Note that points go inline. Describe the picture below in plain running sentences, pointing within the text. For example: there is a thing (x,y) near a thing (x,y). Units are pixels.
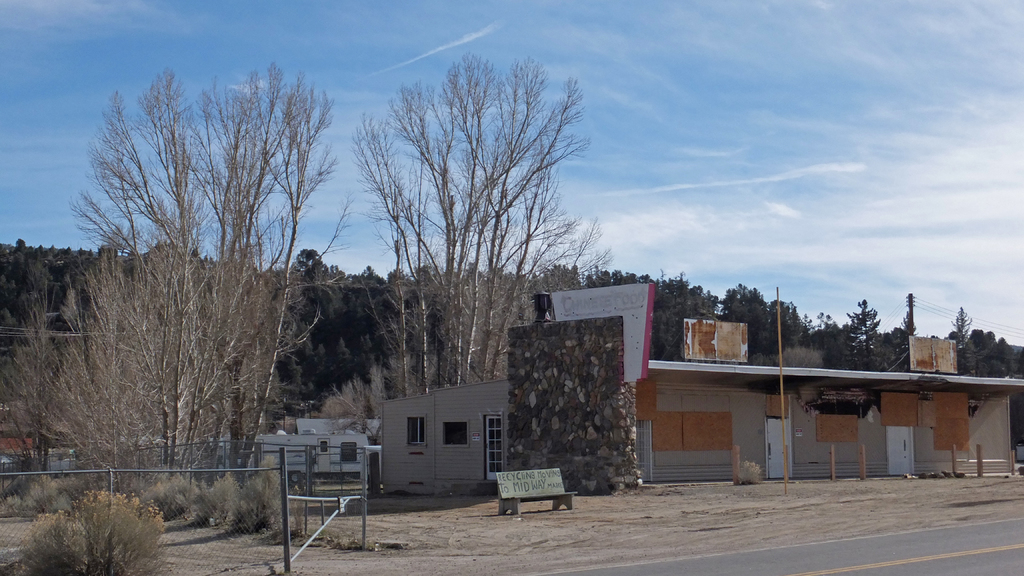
In the picture we can see some part of the road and a sand surface (548,555) and on it we can see some plants (229,515), trees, bench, and house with windows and door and some pole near it and in the background (797,129) we can see trees (485,335) and sky (780,131) with clouds (700,243).
